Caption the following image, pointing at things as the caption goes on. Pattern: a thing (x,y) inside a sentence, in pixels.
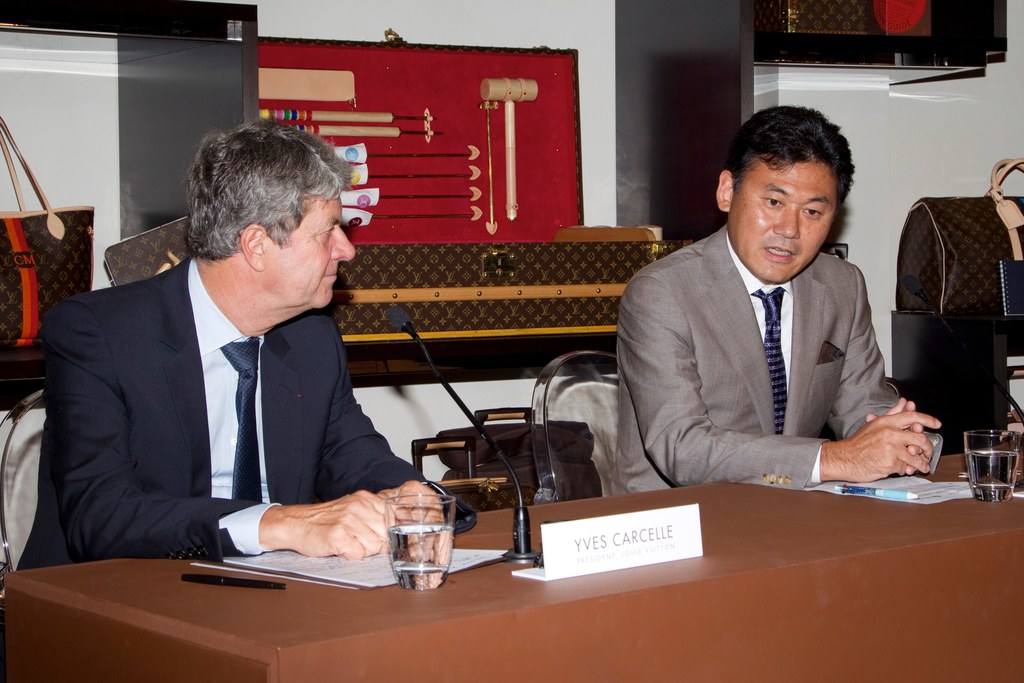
In this picture, we can see a few people (636,410) sitting on chairs (592,437), and resting their hands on table (607,506), we can see table (477,567) and some objects (327,579) on the table (274,596) like papers (477,552), pens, glass (982,432), microphone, and in the background (96,139) we can see the wall (965,143) with shelves (237,105), and some objects (460,176) attached to it, we can see some objects (979,278) on the right side of the picture (935,235).
